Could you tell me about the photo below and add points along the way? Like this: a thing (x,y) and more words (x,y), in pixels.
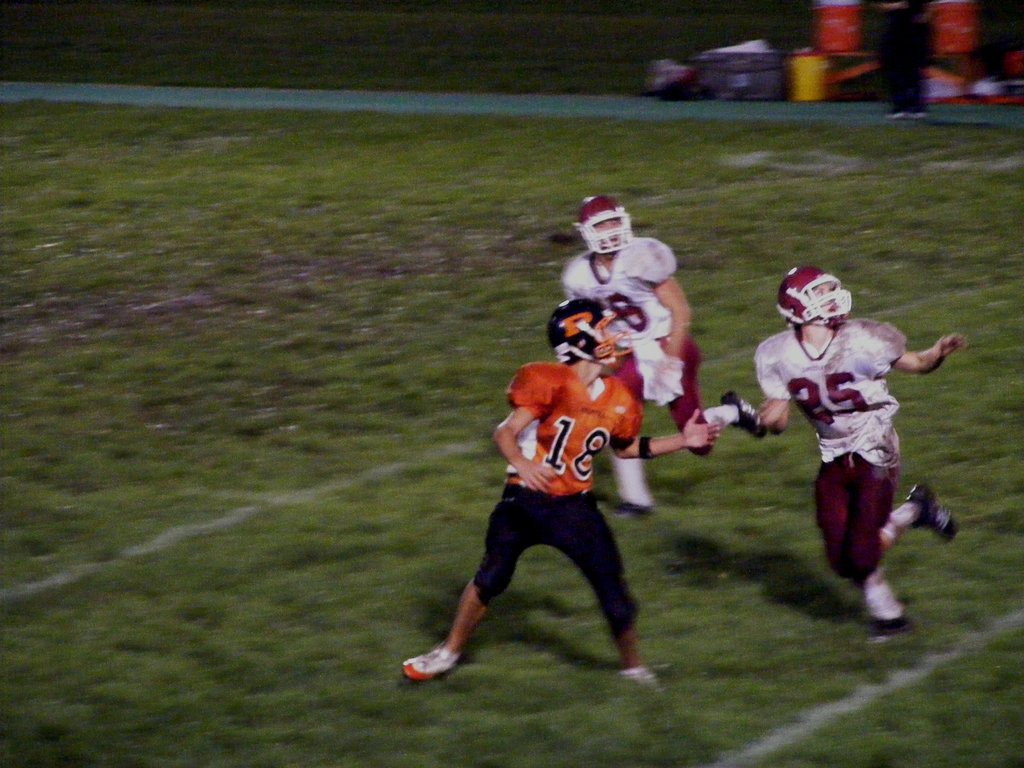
In this image we can see three people (617,451) wearing helmets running in the ground (443,508). We can also see some grass (496,165) and containers (841,42) on the backside (843,82).
